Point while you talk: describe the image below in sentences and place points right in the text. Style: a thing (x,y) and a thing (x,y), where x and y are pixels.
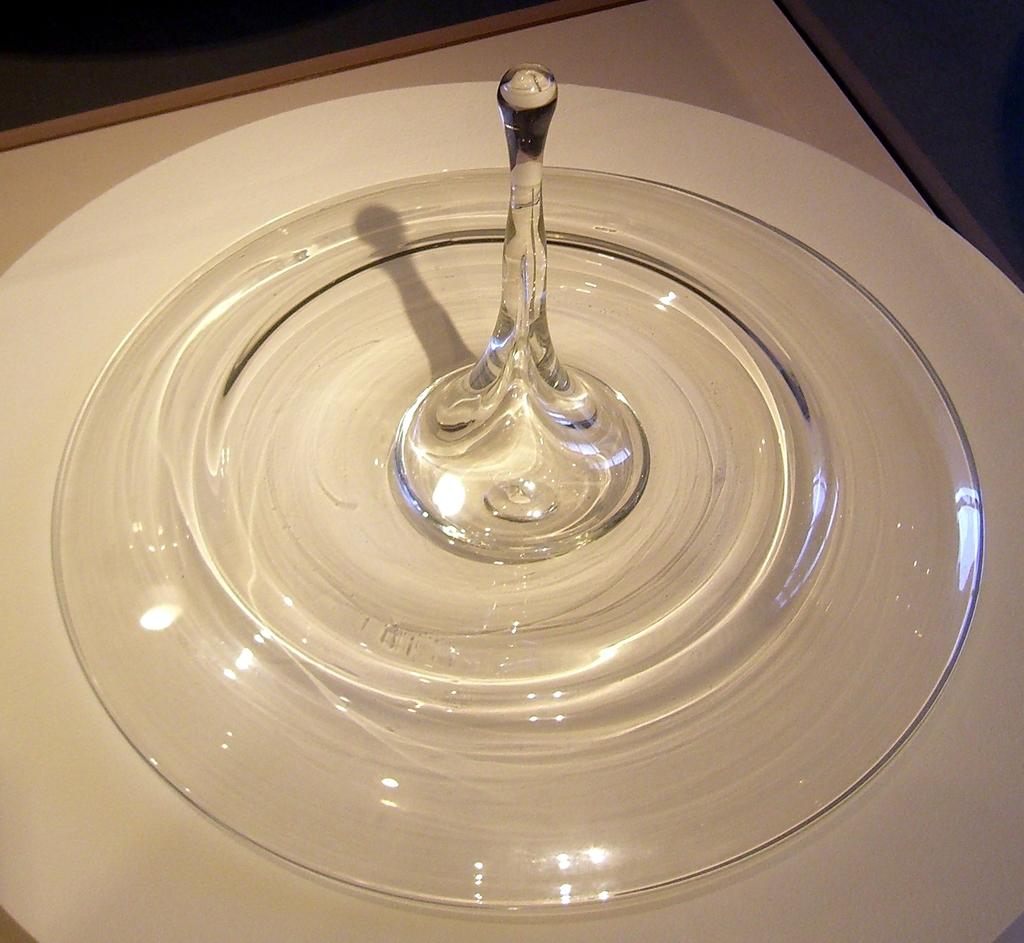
In the picture I can see a glass plate (658,820) on the table (138,283) and there is a glass sculpture (508,353) on the glass plate (604,366).
